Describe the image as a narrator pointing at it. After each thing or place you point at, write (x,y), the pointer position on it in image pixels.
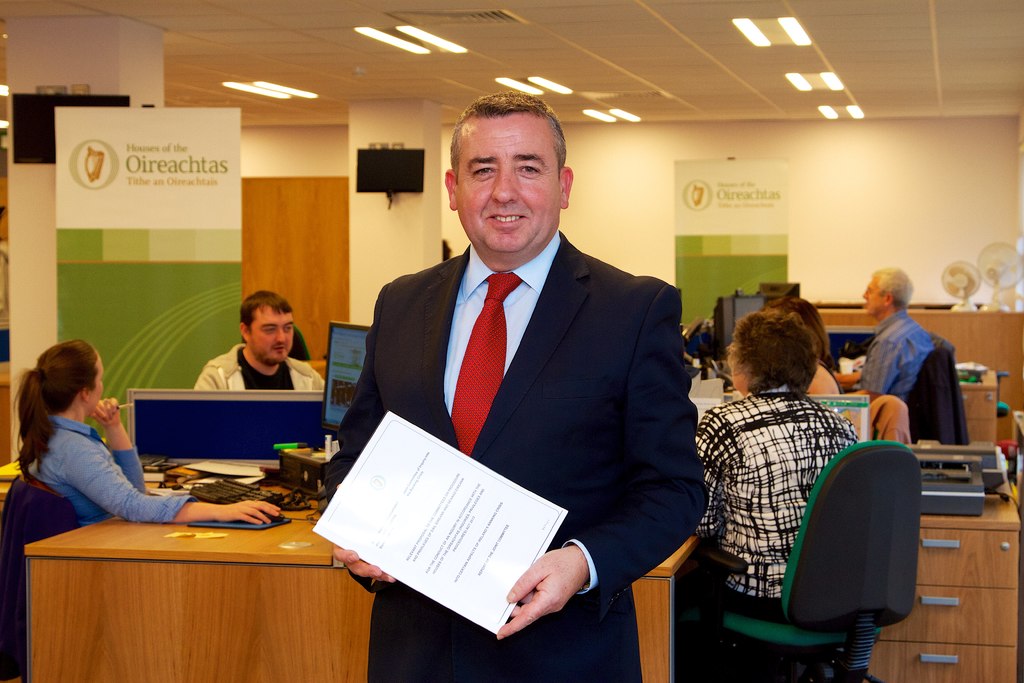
This image is clicked inside a room (679,19) where there are lights (827,78) on the top (273,96). There are tables (156,611) and chairs (745,566) on which people (778,460) are sitting. On the table (308,538) there are computers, papers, books (161,473). There is a board (129,227) on the left side (154,224) and there is a TV (360,182) in the middle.
